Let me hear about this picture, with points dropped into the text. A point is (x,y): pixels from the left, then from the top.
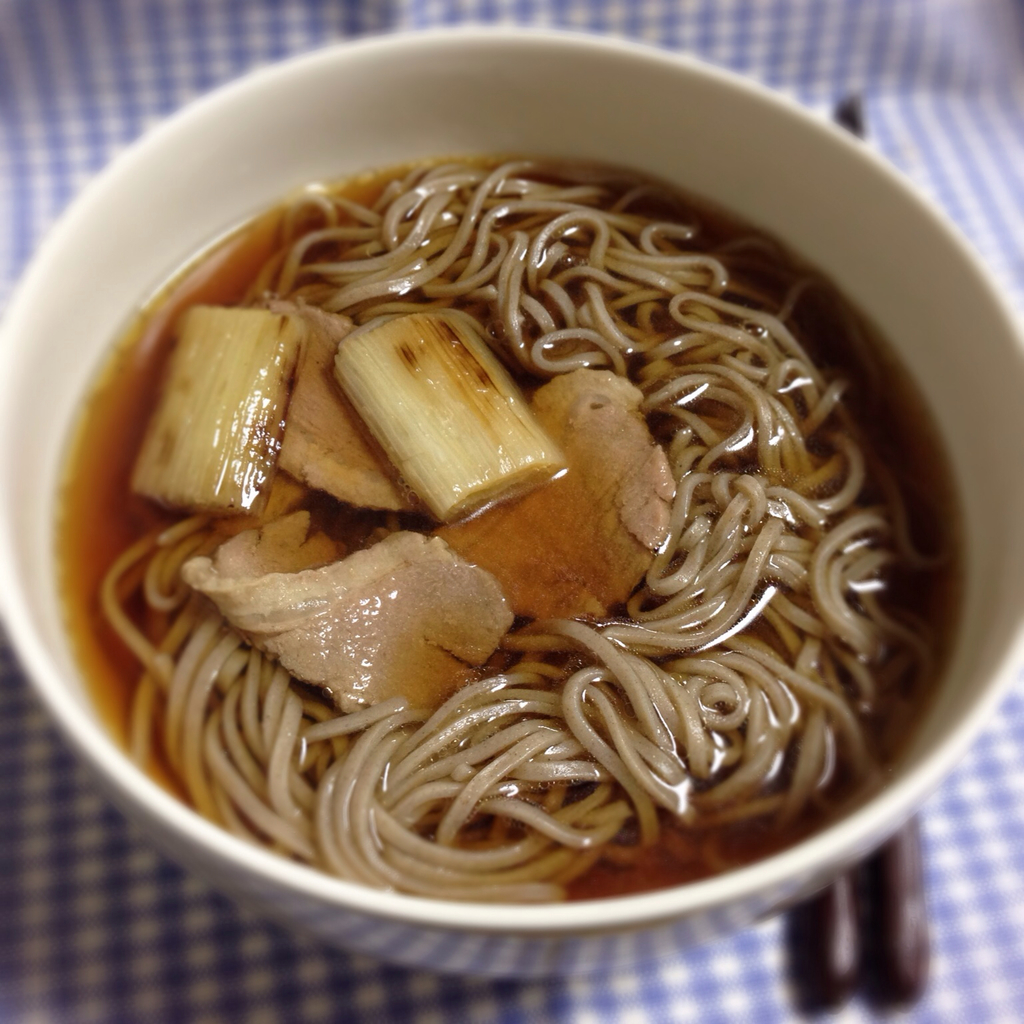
In the picture I can see a food item (558,617) in the bowl (853,826).
